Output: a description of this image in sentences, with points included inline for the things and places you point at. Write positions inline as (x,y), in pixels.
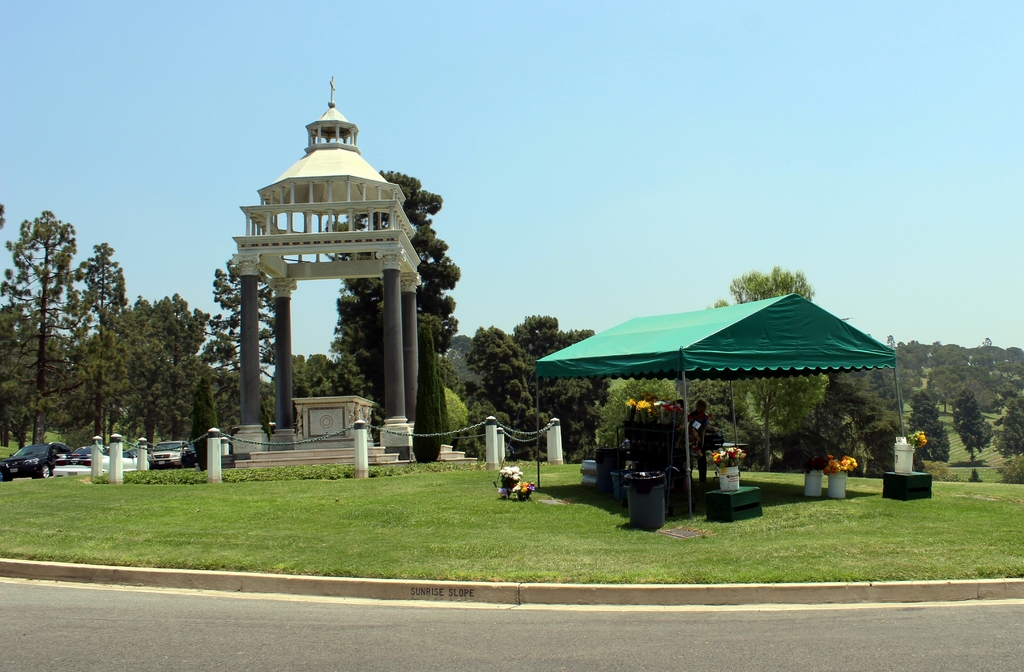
In this image it seems like a garden (269,474). In the garden (94,482) there is an arch (356,246). On the right side (740,335) there is a tent (822,361) under which there are flower pots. In the background (83,456) there are cars (28,460) on the road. At the top (98,97) there is the sky (99,117). There are trees (50,338) all around the place. At the bottom (355,655) there is road (504,618).
